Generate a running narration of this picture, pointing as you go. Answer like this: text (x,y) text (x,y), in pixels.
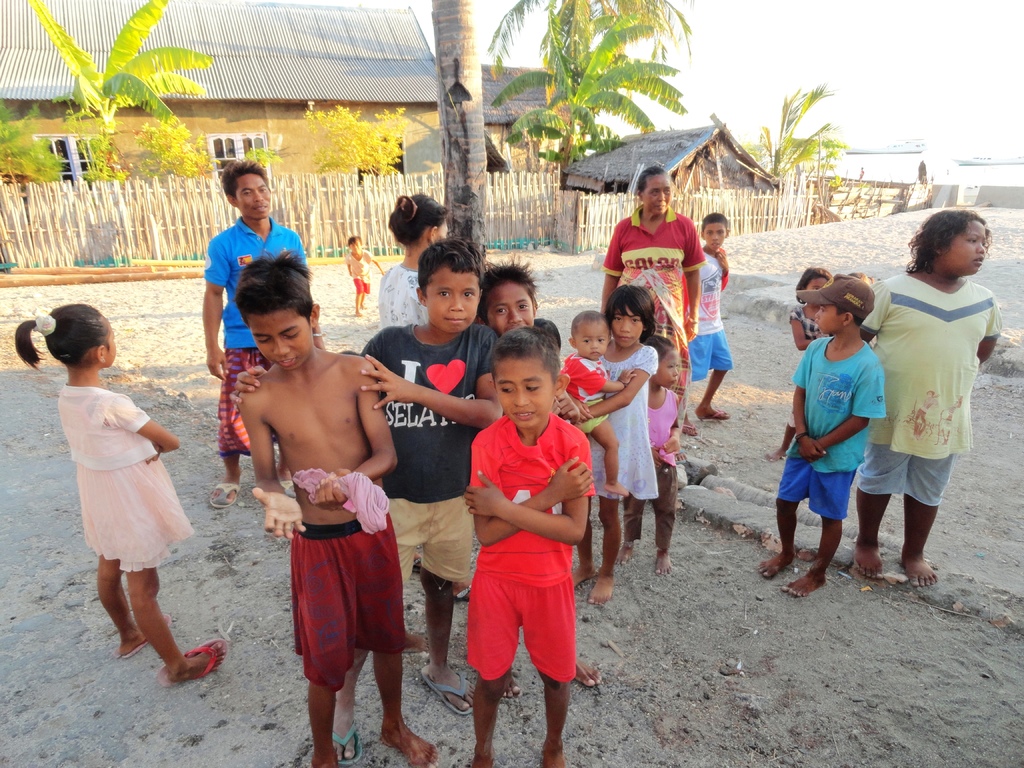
In the image there are few people (358,271) standing on the ground (1006,671) in the foreground (705,295) and behind them there is a tree (452,30), fencing (488,187), behind the fencing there are houses (339,69) and trees (650,125), on the right side (897,159) there is a water surface (1011,176).
